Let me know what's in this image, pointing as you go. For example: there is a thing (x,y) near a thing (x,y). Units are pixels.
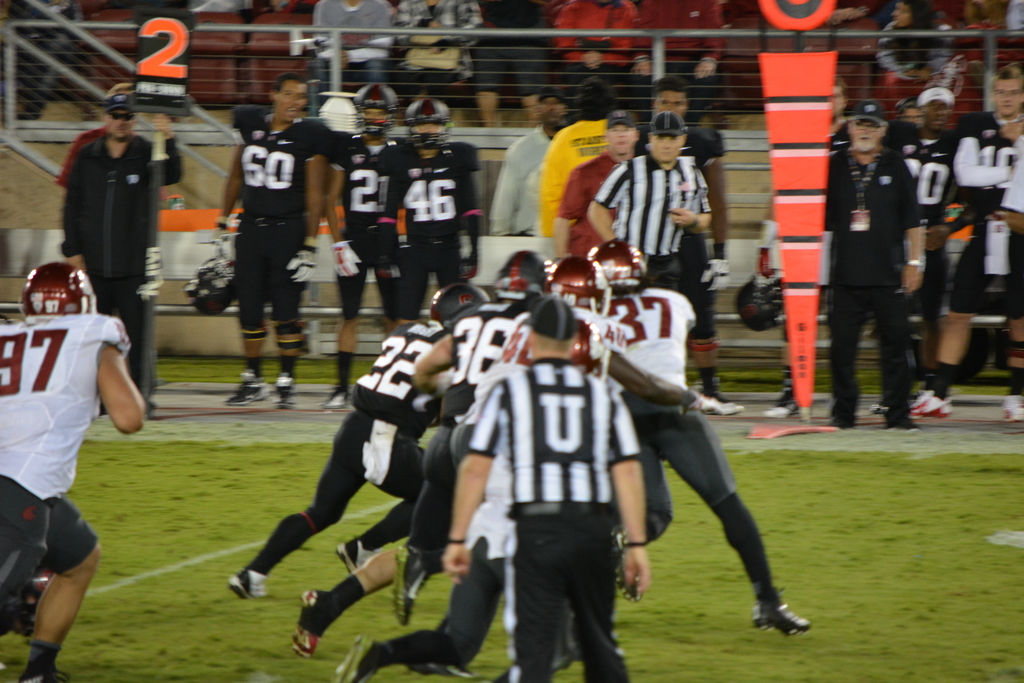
In this image in the foreground (461,374) there are some people (480,446) who are playing something, and in the background (291,176) there are some people (653,188) who are standing and watching the game and some of them are sitting on chairs (237,42). And we could see a wall (35,181), net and some boards (785,79). At the bottom (917,625) there is grass (861,549).
